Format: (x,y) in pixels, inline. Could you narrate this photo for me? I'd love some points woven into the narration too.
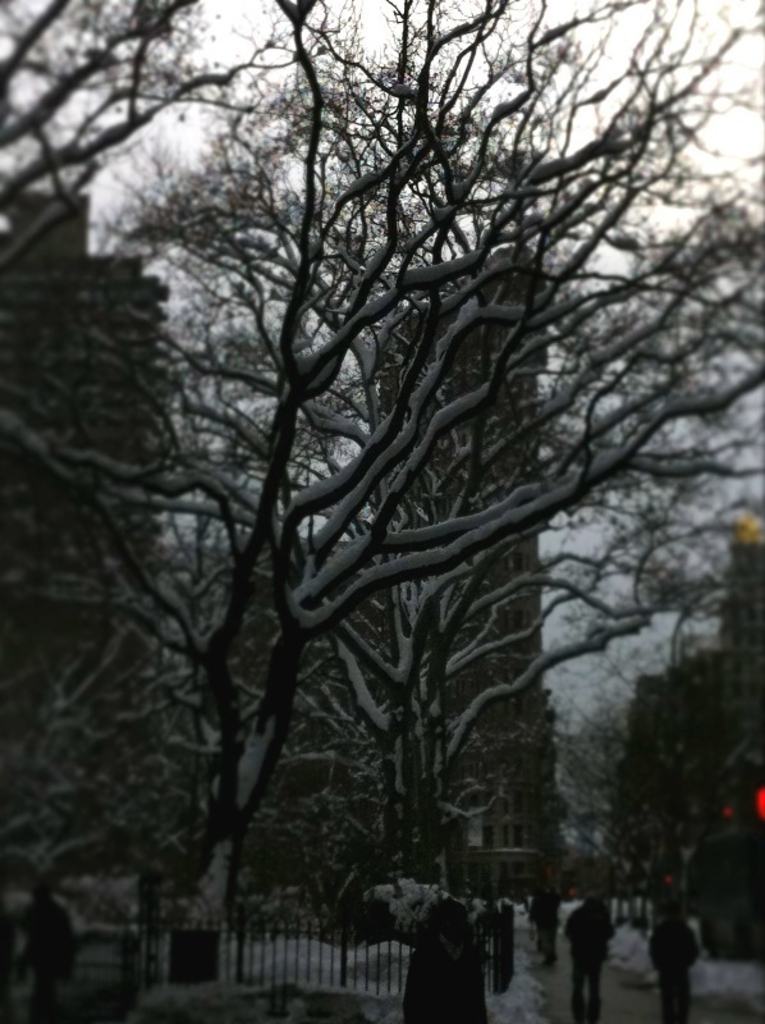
In this image in the foreground (510,479) there are some trees (425,382), and at the bottom (400,956) there are some people (600,961) who are walking and also there are some gates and railing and also there is some snow (736,968). In the background (61,359) there are some buildings (15,404).
